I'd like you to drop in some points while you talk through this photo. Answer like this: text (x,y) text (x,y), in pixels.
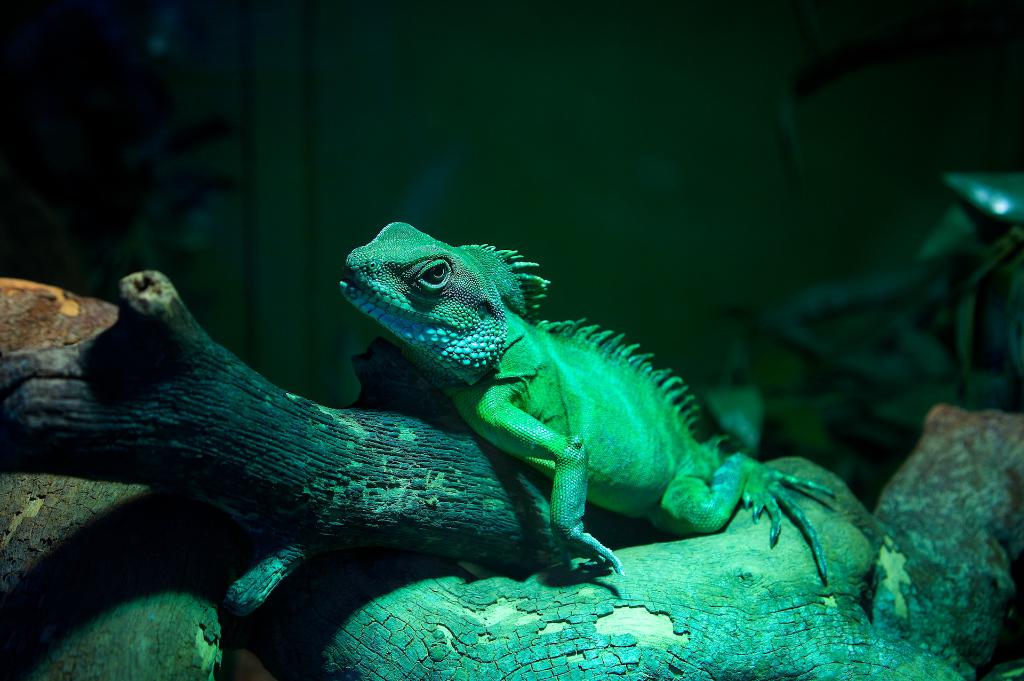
Here in this picture we can see a Green iguana (648,399) present on a branch (413,447) of a tree (418,585) over there.
